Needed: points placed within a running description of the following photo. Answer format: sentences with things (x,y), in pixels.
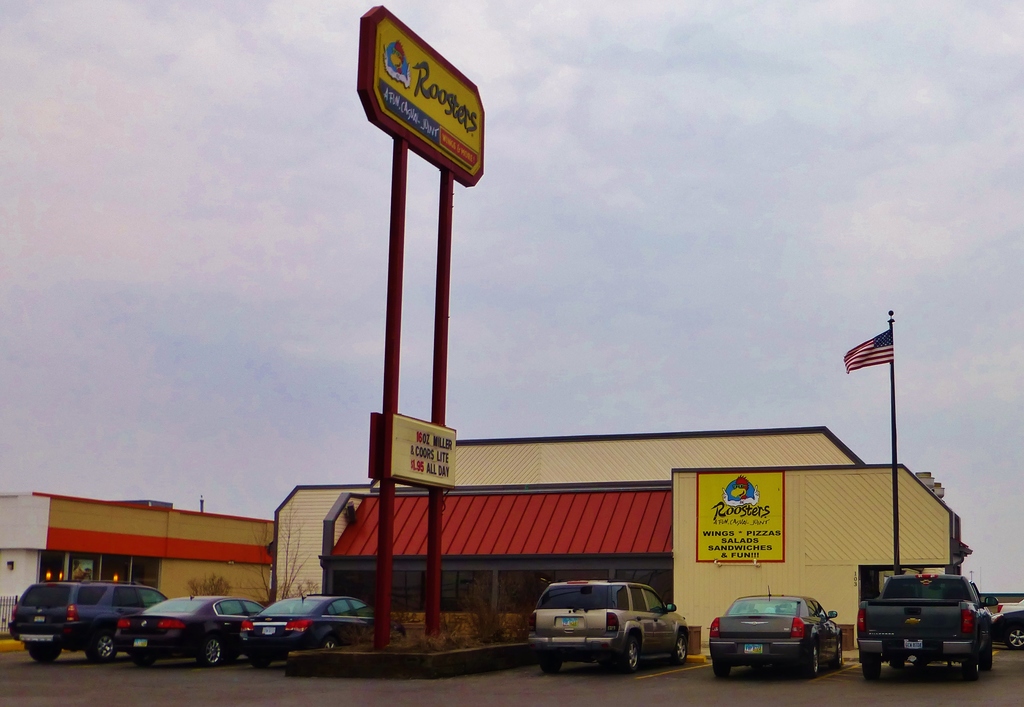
In this image I can see a few cars (601,642). They are in different color. Back I can see building (585,514), boards (723,515) and flag (881,363). The building (920,548) is in different color. I can see small plants (293,592). The sky (39,458) is in blue and white color.
